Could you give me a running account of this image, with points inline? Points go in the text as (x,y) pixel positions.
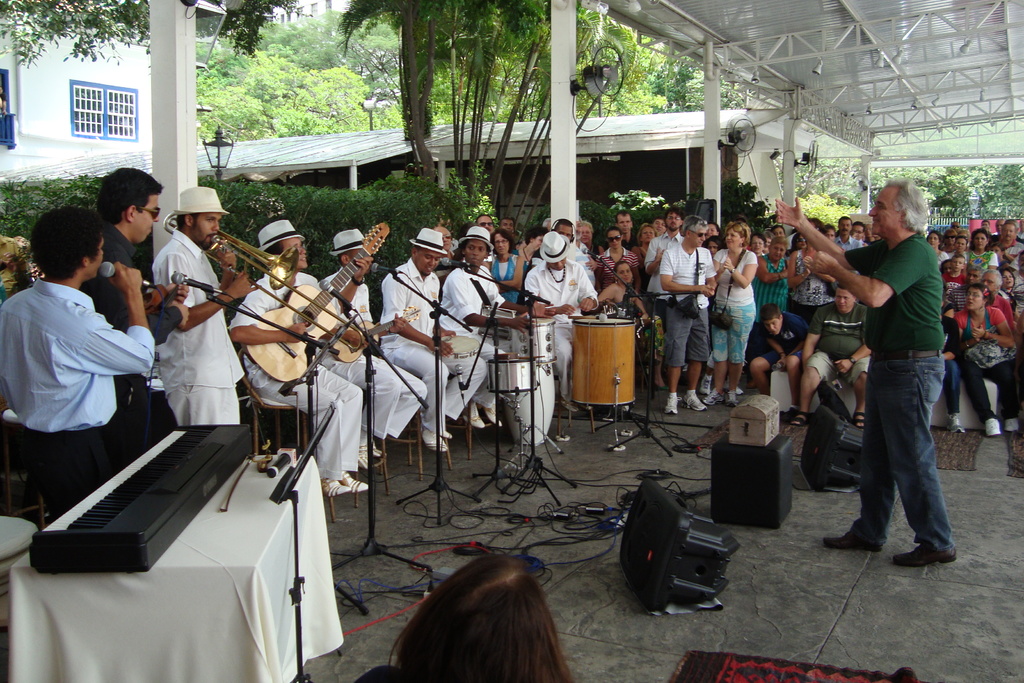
In the image we can see there are people (390,332) who are sitting on chair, they are wearing white colour dress (419,350), holding musical instruments (522,371) in their hand (514,320) and the people (53,314) standing here are holding mic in their hand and the person (931,485) is standing in front of them and beside them people (993,309) are sitting on chair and few people (739,313) are standing they are looking at person (458,299) who is playing musical instruments (585,360) and on table (29,660) there is casio (168,479).
